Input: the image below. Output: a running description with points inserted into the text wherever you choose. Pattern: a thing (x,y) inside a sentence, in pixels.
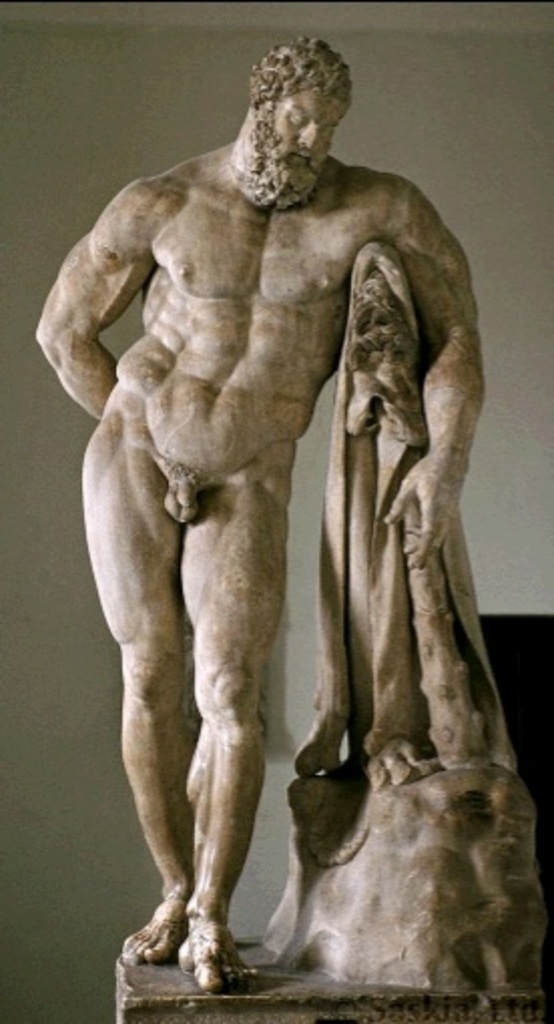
On the left side (183,427), there is a statue (264,70) of a nude person (287,66) who is holding an object (447,659) which is on a platform (235,1009). In the background (85,735), there is a white wall (58,126).
